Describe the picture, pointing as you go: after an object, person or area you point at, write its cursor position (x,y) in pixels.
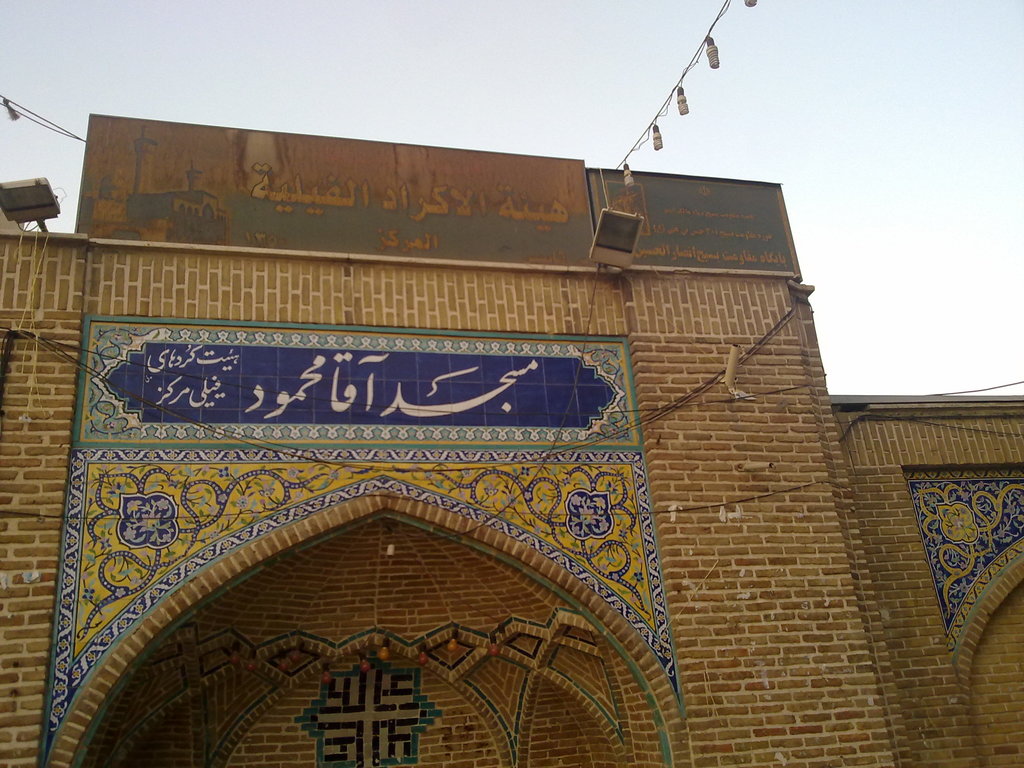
In this image there is a building (636,606) in the center (358,450) and with some text (403,404) written on the wall (335,438) of the building (495,481). There are lights (631,250) hanging and the sky (638,117) is cloudy.
